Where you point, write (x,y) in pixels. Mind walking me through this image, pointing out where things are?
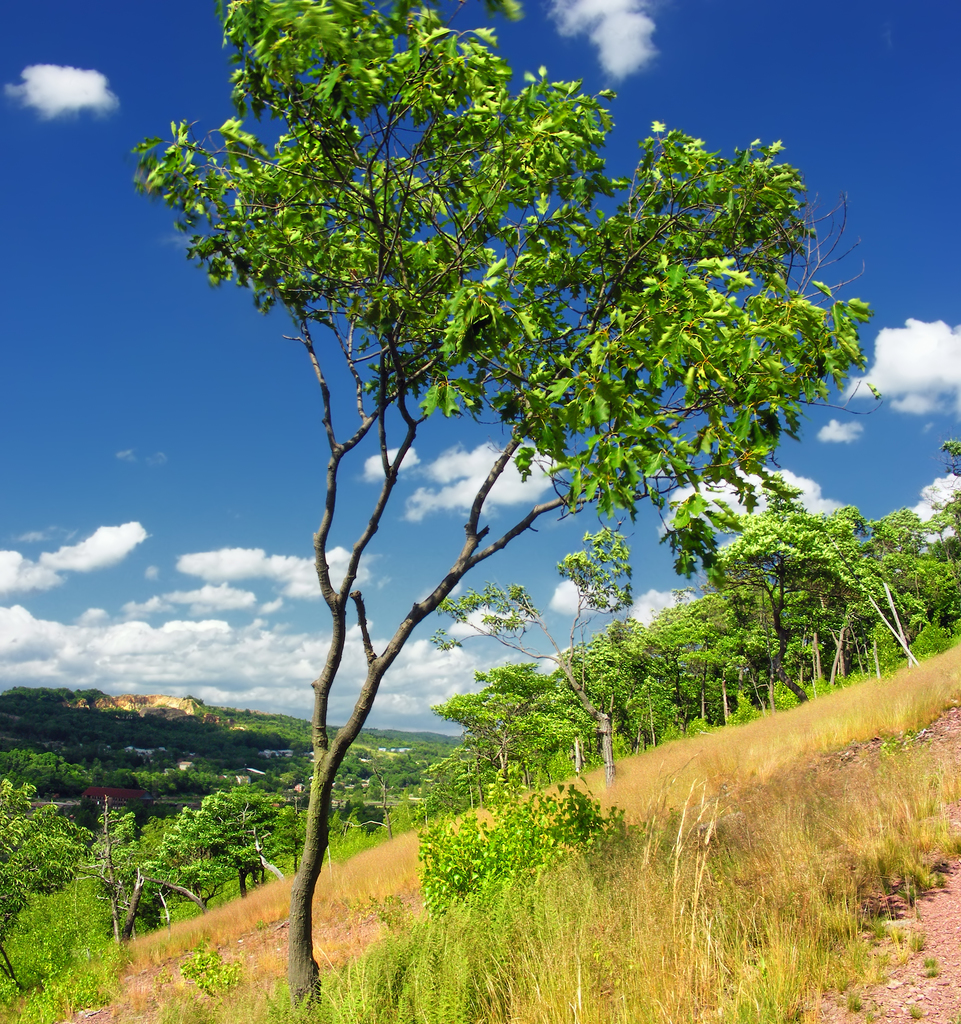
In the foreground of this image (704,911), there is greenery (529,732) on the slope surface (773,889) and we can also see grass (794,911). In the background (153,742), there is greenery (179,735), sky (201,588) and the cloud (214,605).
